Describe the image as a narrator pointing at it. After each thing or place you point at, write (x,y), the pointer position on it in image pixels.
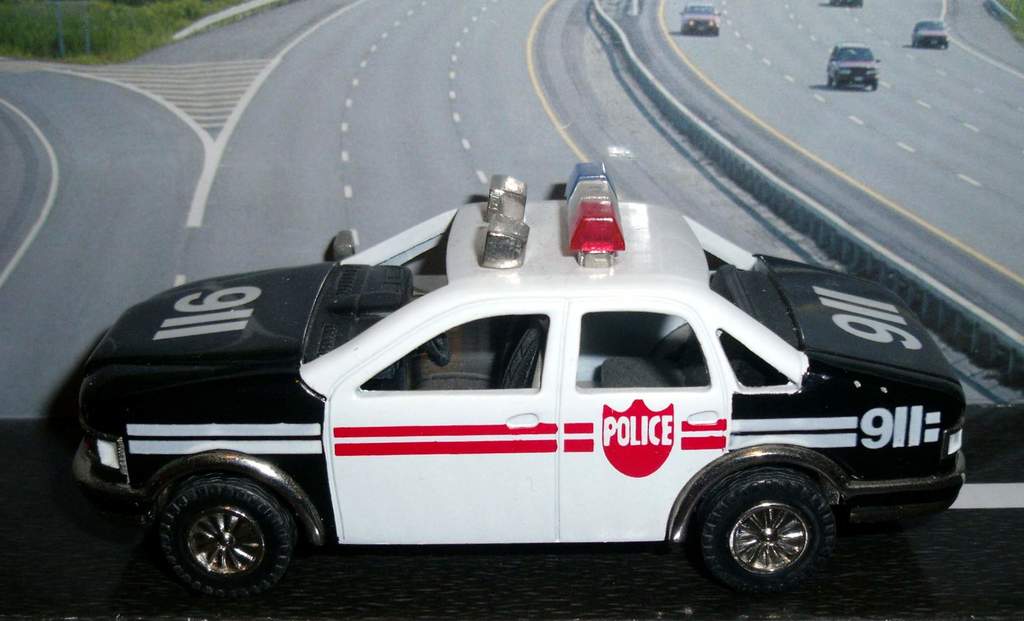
In the image there is a police car (489,306) kept in front of a poster (982,159) and it is a toy car (184,561).
